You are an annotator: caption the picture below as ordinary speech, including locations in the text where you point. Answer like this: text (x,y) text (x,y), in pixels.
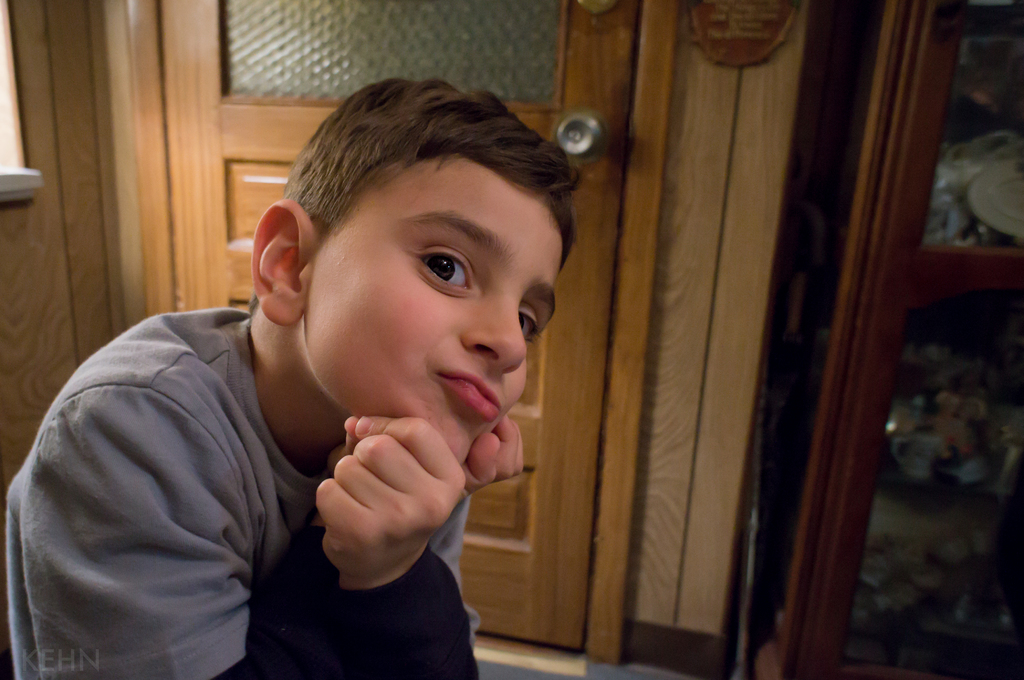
On the left side (173,484), there is a boy (282,204) in gray color t-shirt (132,506), smiling. In the background (186,257), there is a wooden door (179,240) and there is a cupboard (937,12).
